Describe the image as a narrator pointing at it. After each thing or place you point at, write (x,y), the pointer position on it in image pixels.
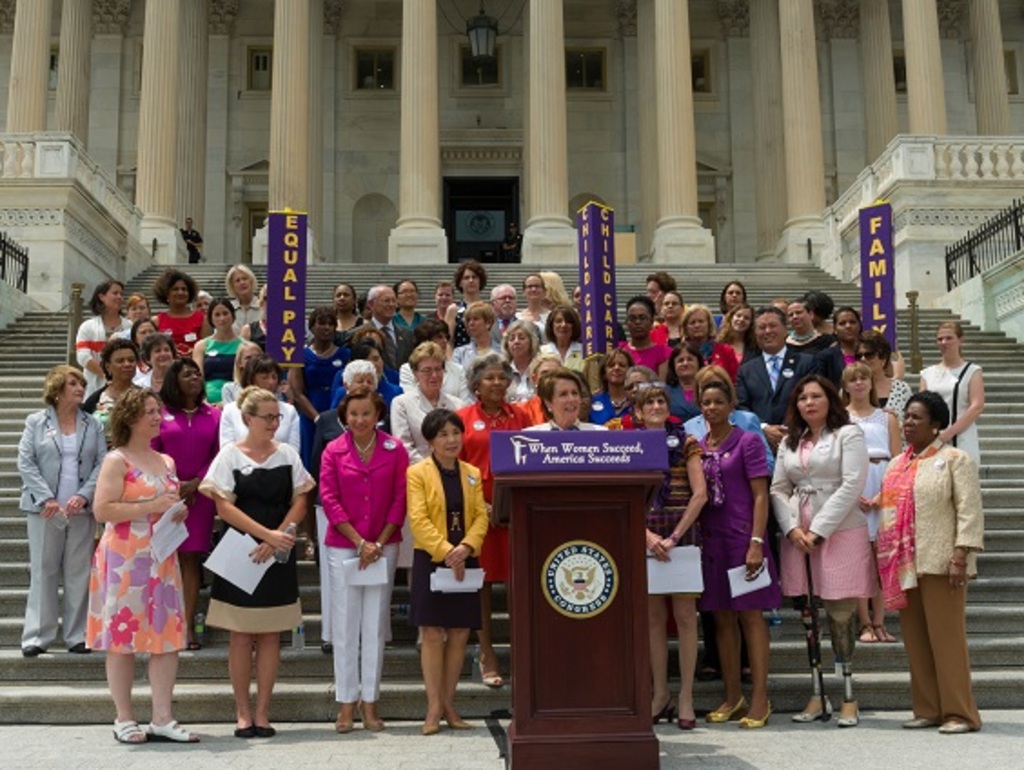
In the front (546,561) middle of the image (531,476) there is a podium (624,604) with a logo (581,545) and a board (549,471) with text (584,457) on it. Behind the podium (563,498) there is a lady (544,427) standing. And there are many people (632,351) standing on the steps (994,589). And the other few (261,499) are holding papers (653,575) and standing on the floor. In between them there are boards (302,277) with some text (287,335) on it. Behind those people (372,318) there is a building (94,40) with pillars (671,106), arches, walls (705,147), windows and some other things (469,201). And also there are railings (1003,231).
